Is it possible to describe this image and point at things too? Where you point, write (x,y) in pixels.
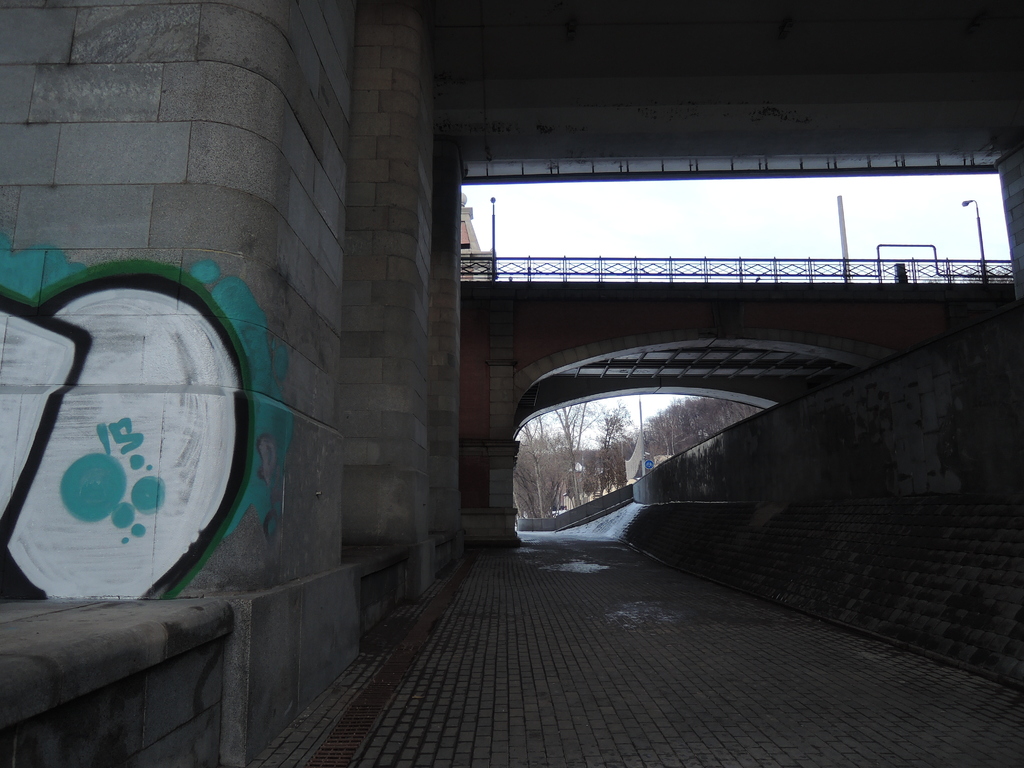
At the center of the image (504,412) there is a bridge (608,387), beneath the bridge (500,392) there is a path (591,579) of a road (595,611). In the background (656,240) there are trees (558,444) and sky (670,219).
